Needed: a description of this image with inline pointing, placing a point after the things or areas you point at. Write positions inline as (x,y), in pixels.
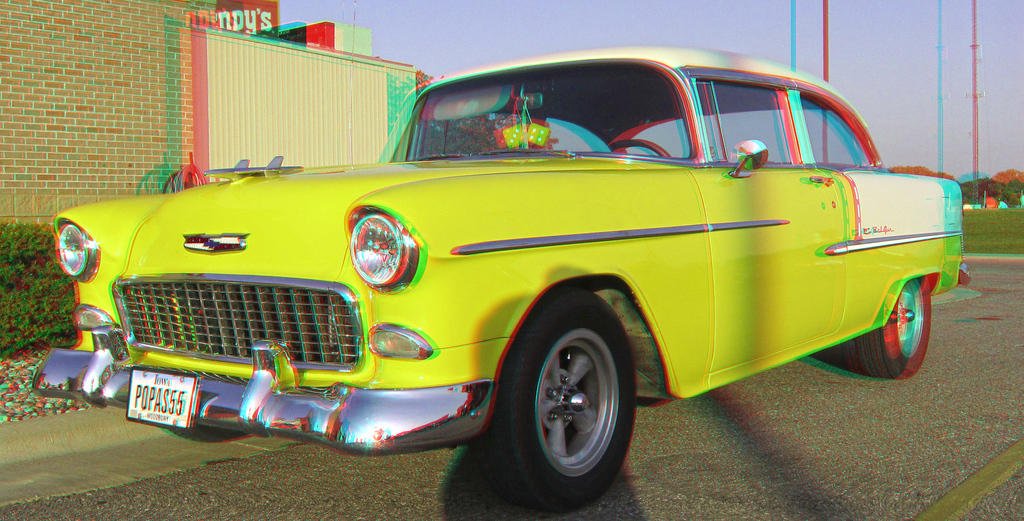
In this image we can see a car (758,273) on the road (837,436), beside the car (800,136) there is a building (114,101), plants (38,272) and stones (16,381) on the ground (6,388) and in the background (984,228) there is a grass (1010,221), pole (973,49), trees (973,180) and the sky (807,42).
